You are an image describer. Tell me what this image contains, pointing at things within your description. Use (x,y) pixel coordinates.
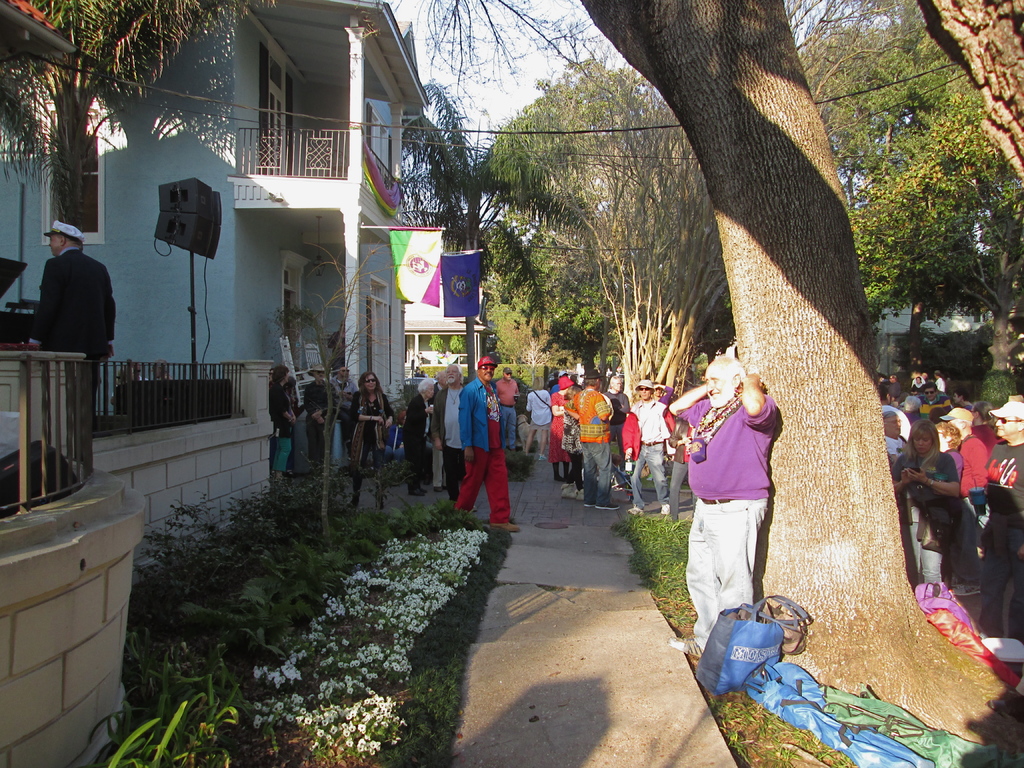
On the left side of the image (99,293) we can see a person (54,336) is standing, speakers (185,201) and a building (189,169) are there. In the middle of the image (563,420) we can see group of people (563,459) standing, flags (451,307) and trees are there. On the right side of the image (904,421) we can see some persons (1008,465) are standing and trees (898,300) are there.
